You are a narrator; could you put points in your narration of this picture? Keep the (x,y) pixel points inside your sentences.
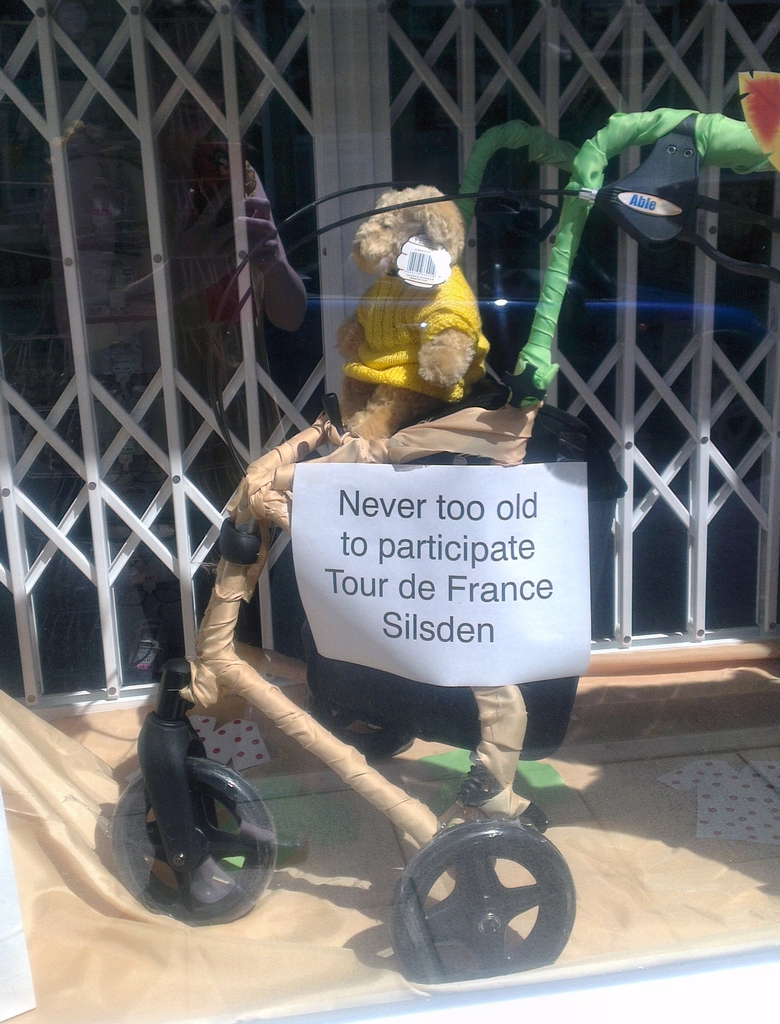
In the picture we can see a doll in the cart (421,935) with wheels (418,923) and behind it, we can see the gate (18,545) which is white in color.
